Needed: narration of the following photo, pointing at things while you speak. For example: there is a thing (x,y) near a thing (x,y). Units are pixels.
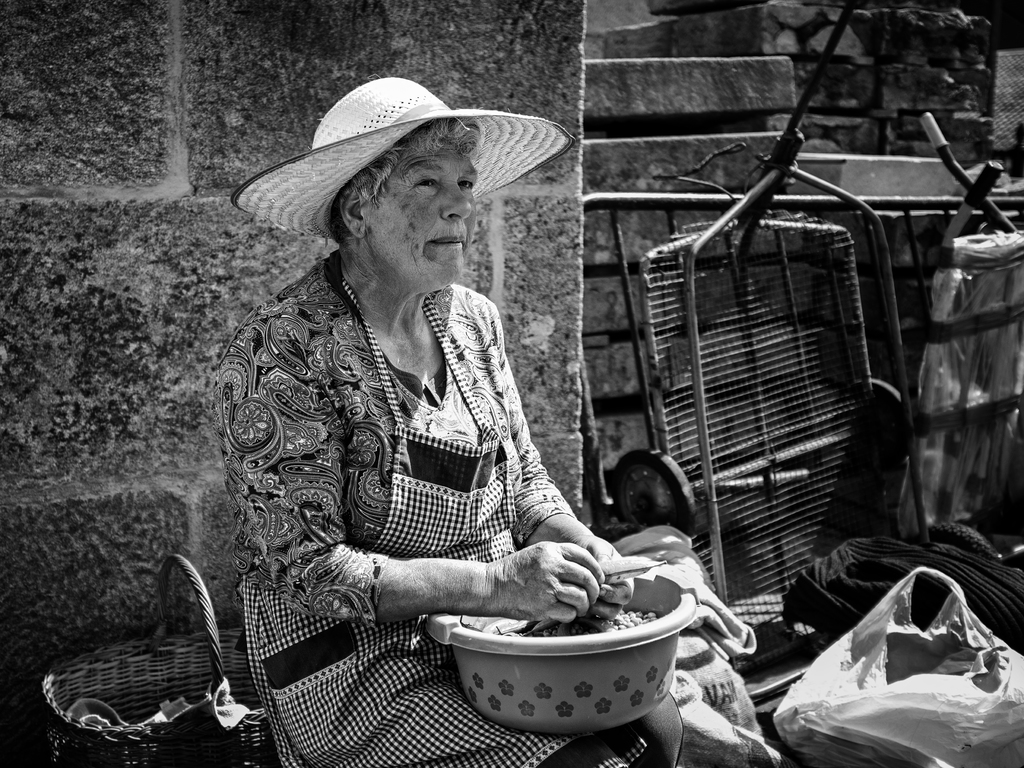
In the picture we can see a woman (270,343) sitting near the wall (163,13) and she is with hat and doing some work and beside her we can see a cart (693,343) and some things (692,711) are placed near the wall (565,282).
